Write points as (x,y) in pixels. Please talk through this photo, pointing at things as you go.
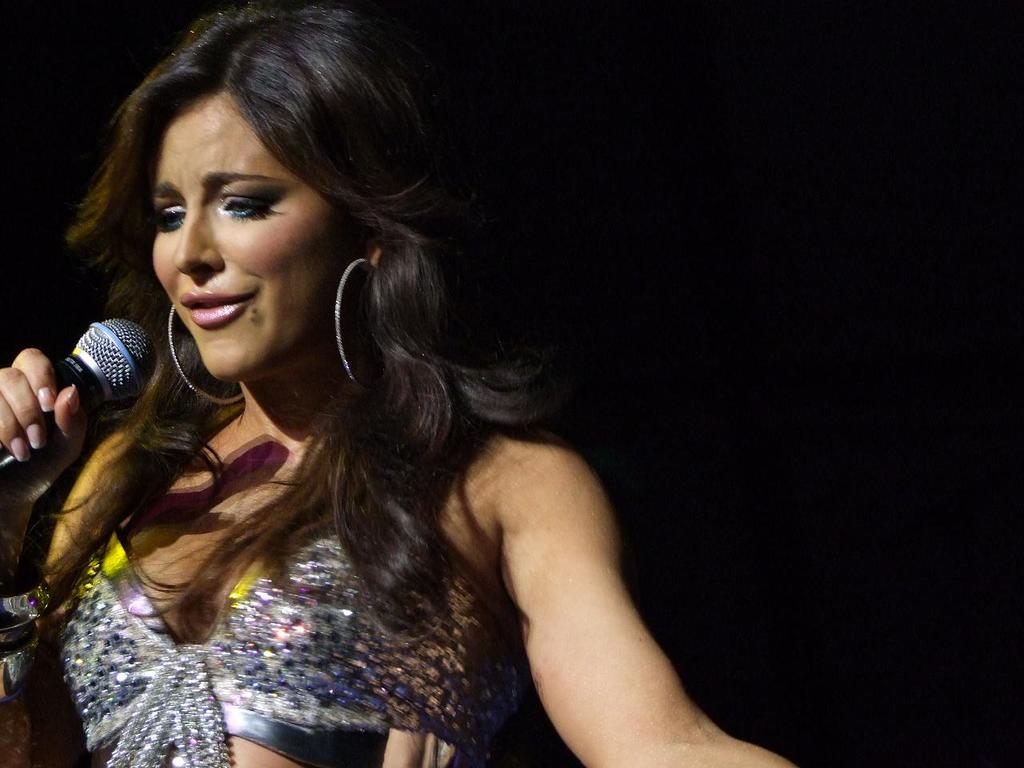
In this picture there is a woman (383,456) who is holding a mic (114,373). She is smiling.
